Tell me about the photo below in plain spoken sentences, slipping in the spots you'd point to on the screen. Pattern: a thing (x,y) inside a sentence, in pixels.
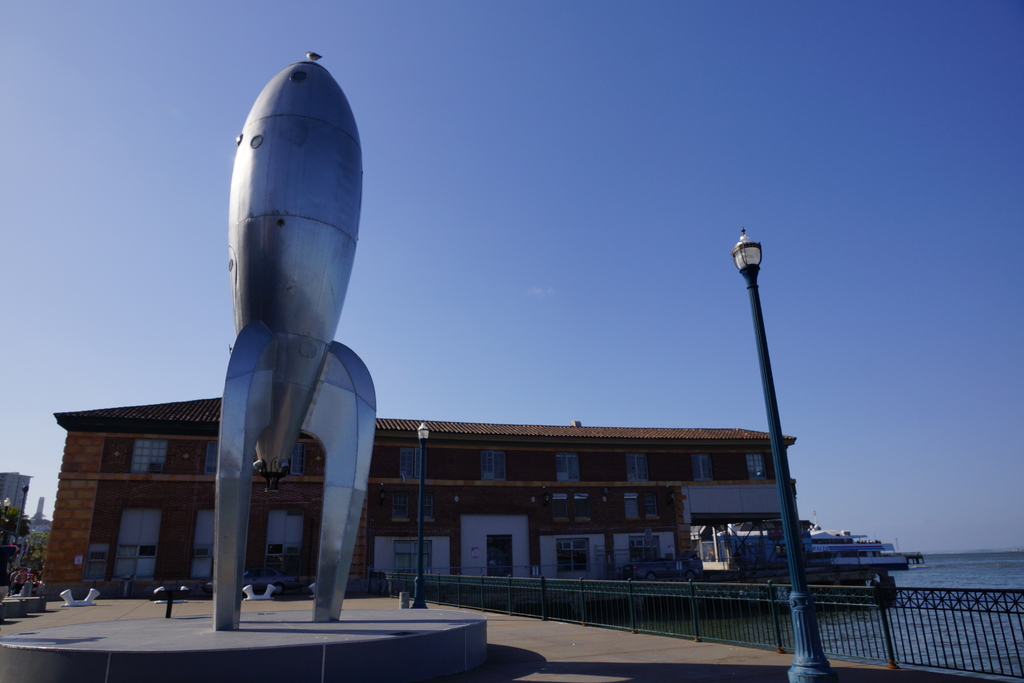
In the picture we can see an aircraft sculpture (331,413) on the path (288,601) and besides, we can see some lamps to the poles (798,544) and near it, we can see a railing (868,594) and behind it, we can see a water (859,617) and in the background (904,446) we can see a building (379,447) and a sky (813,333).
